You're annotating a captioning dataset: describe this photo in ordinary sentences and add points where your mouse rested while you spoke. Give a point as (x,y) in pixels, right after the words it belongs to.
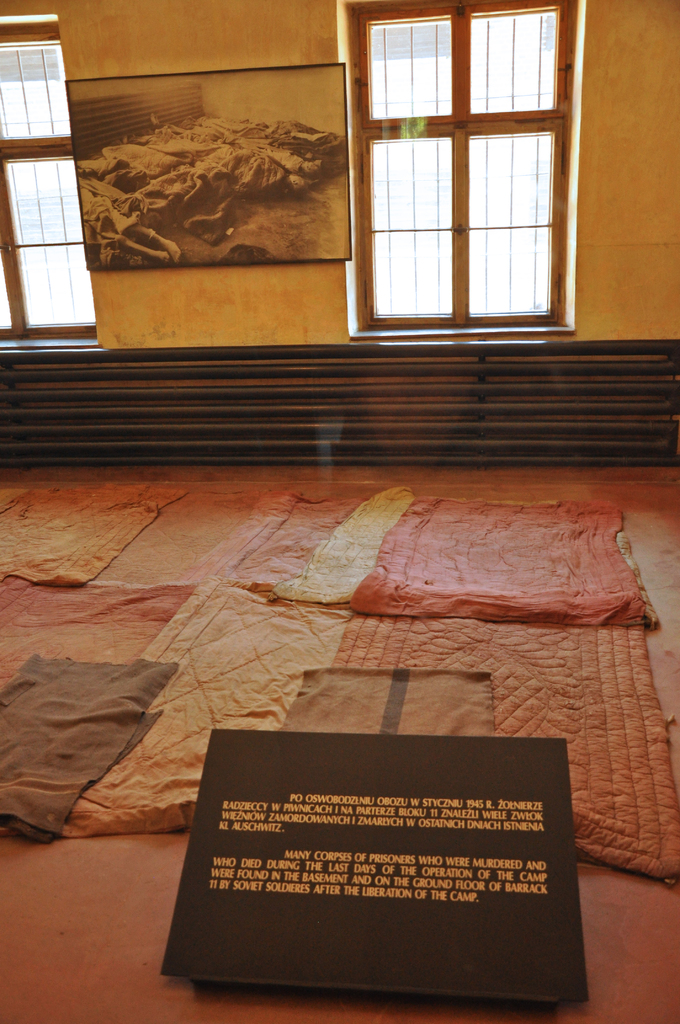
The image is taken inside the room (115,888). At the bottom of the image (585,846) there are mats (462,611) placed on the floor (666,538) and there is a board (306,869). In the background (378,239) there is a wall frame (190,261) placed on the wall (271,282) and there are windows (4,138).
